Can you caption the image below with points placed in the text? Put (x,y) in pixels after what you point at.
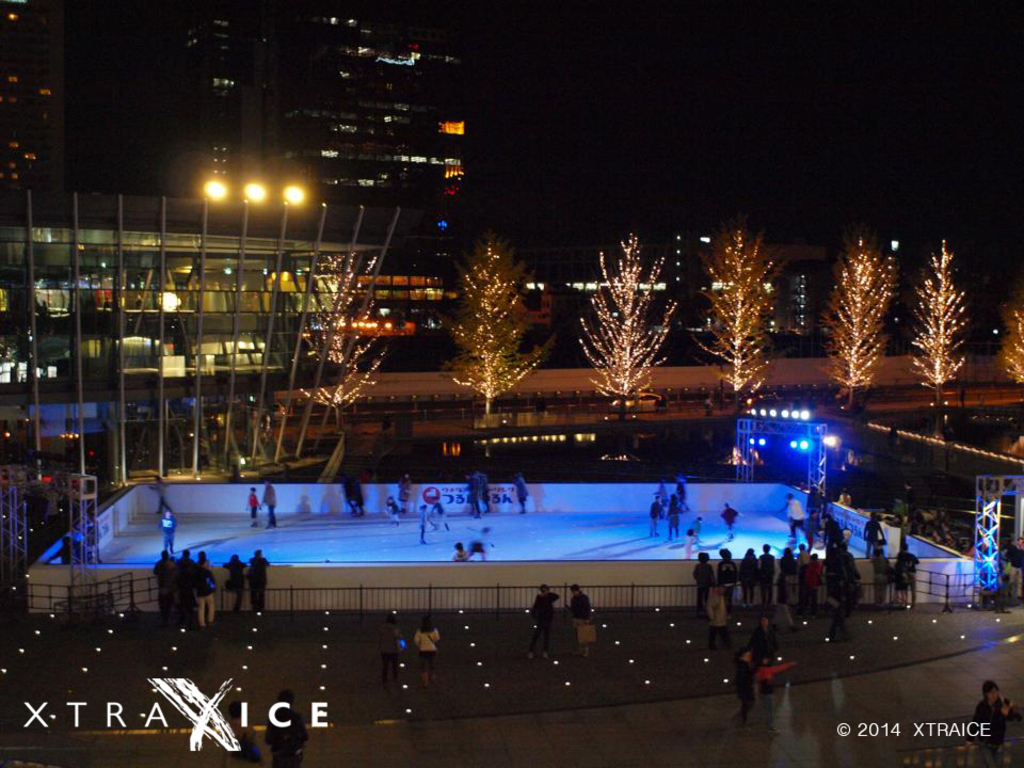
In this image, we can see some persons (252,504) in the skating rink (666,524). There are some trees (768,272) in the middle of the image (478,367) decorated with lights (475,298). There are buildings (213,321) on the left side of the image (141,303). There are some other persons (801,586) at the bottom of the image (774,666) standing and wearing clothes (745,674). There is a text (317,718) in the bottom left of the image (243,719).
